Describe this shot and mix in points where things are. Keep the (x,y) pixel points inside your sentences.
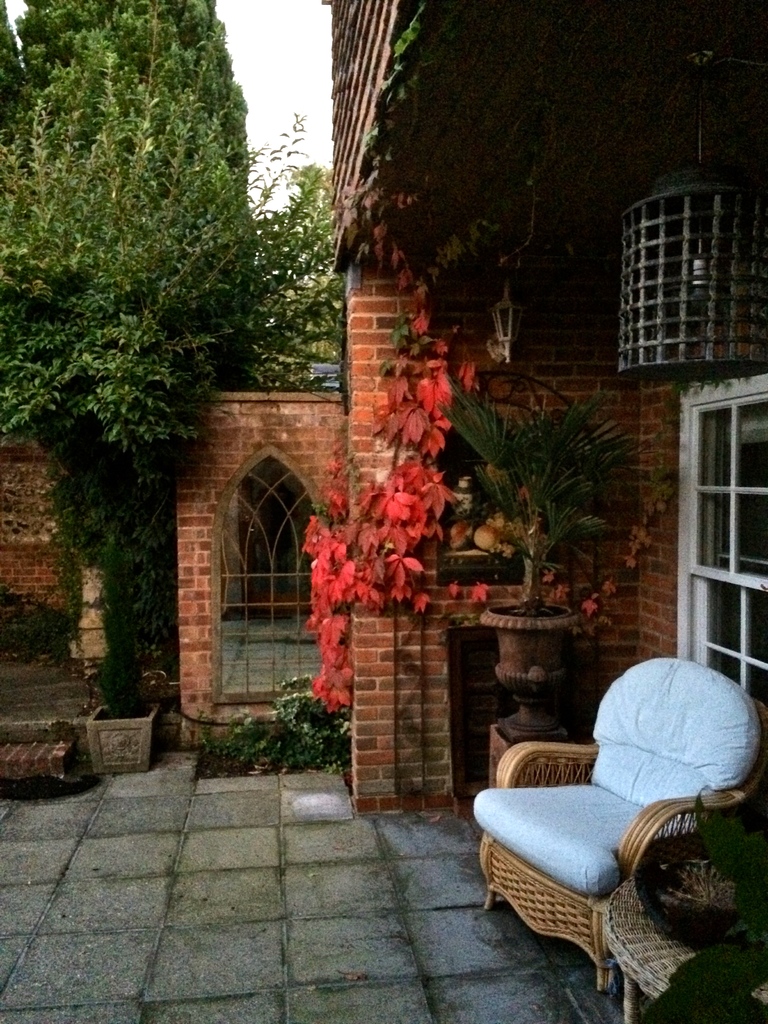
In this image there is a chair (632,727). Beside there is a table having a pot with a plant (571,537) in it. Behind it there is a house (760,382) having few lamps (684,241) hanged from the roof (600,237). Few creepers (430,380) are on the wall (357,620). Left side (117,750) there is a pot (124,744) having a plant (118,595). Behind there is a wall (28,524). Top of image (169,156) there are few trees (180,116) and sky (275,132).
